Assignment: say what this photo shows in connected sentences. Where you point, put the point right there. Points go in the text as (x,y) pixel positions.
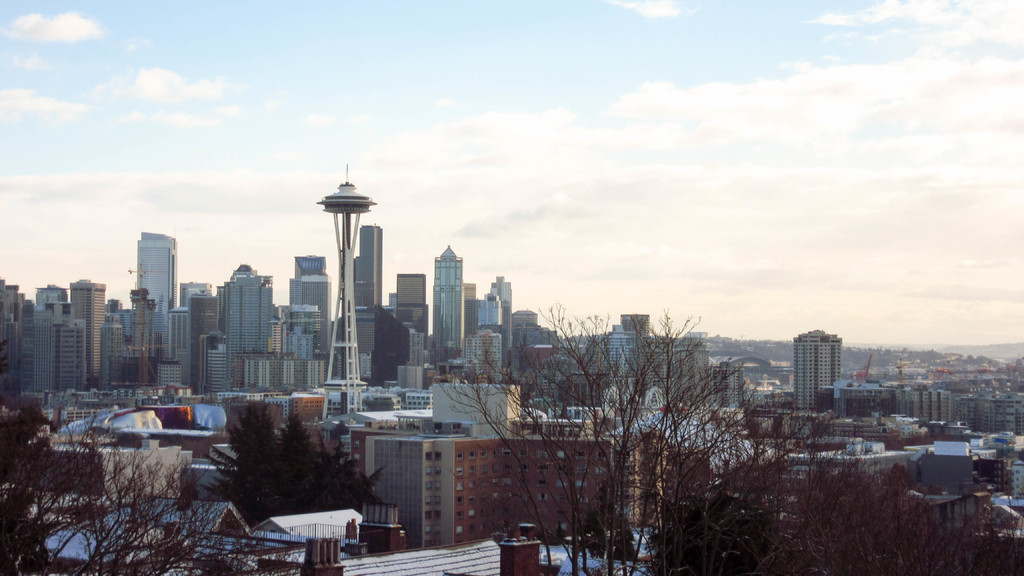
This is the picture of a city (102,391). In this image there are buildings (25,389) and trees (12,427) and there are cranes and there is a tower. At the top (595,64) there is sky (618,134) and there are clouds (657,160).
